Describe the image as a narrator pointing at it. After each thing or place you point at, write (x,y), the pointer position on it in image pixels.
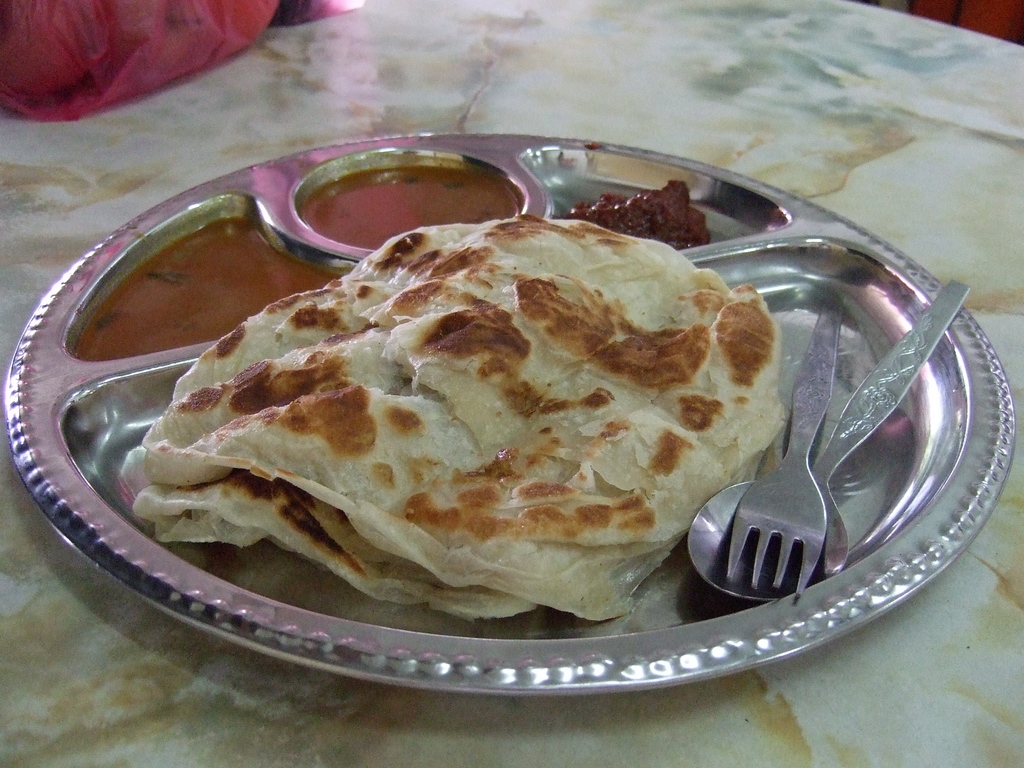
In this image we can see some food items (694,460), fork (823,539) and spoon (829,458) are kept on the steel plate (266,623) which is placed on the surface (792,677).
